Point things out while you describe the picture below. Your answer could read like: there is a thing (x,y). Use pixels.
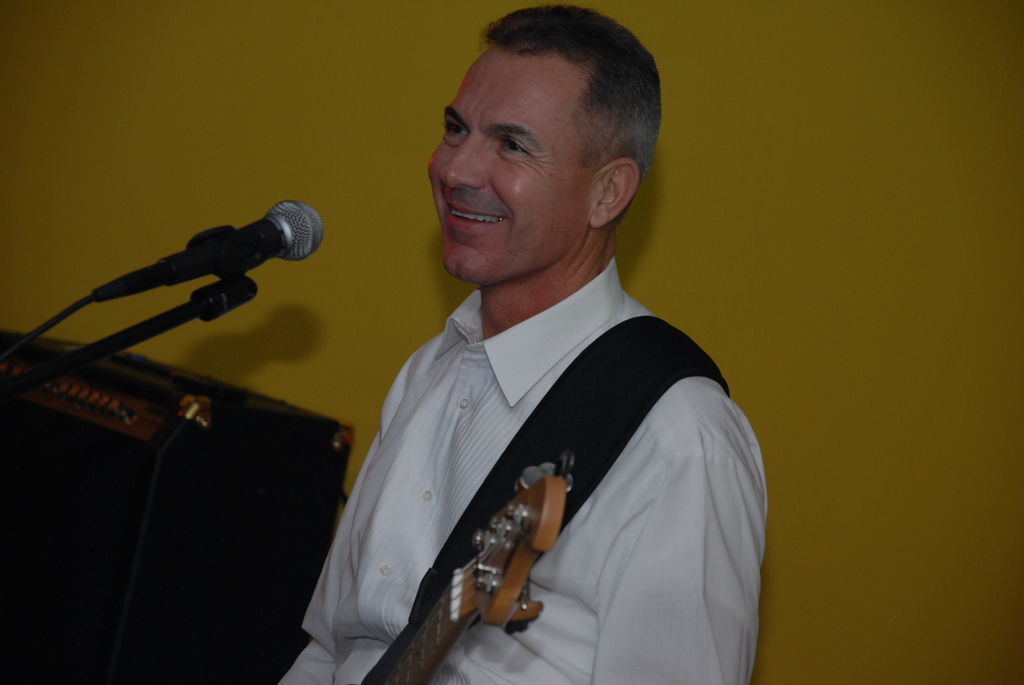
In this image in the center (506,351) there is one person (506,351) who is smiling, and it seems that he is holding guitar (483,557). And in front of him there is a mike (287,234), and on the left side (121,449) there is some box (272,449) and there is yellow background (713,189).
